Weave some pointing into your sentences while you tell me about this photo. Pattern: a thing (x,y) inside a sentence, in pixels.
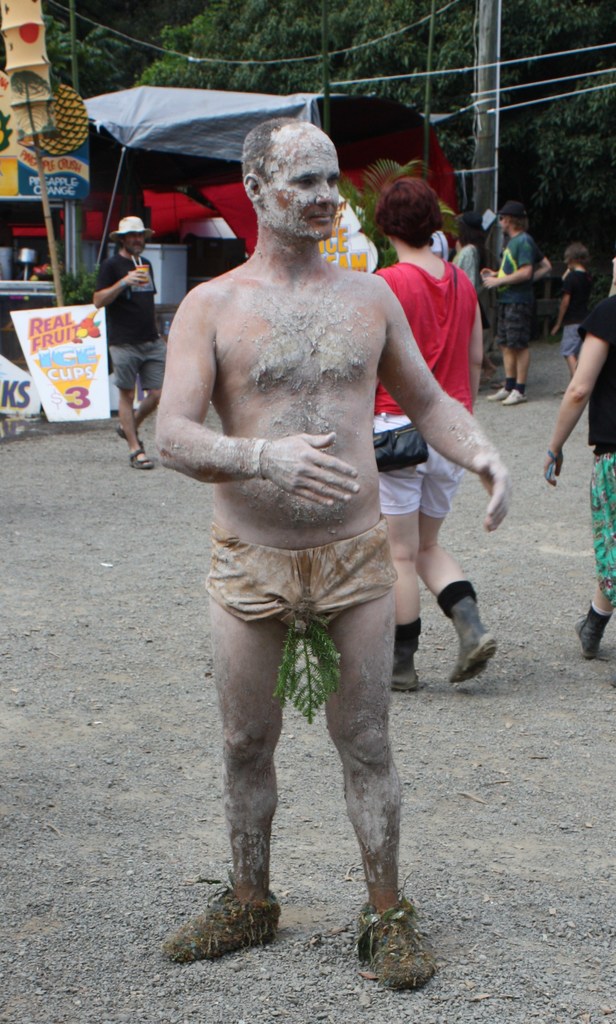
In the image there is a man (281,327) covered with mud (326,360) standing on the land (163,773) and behind there are few people (471,393) standing and walking with a food truck (58,155) behind and followed by trees (231,31) in the background (345,39).
